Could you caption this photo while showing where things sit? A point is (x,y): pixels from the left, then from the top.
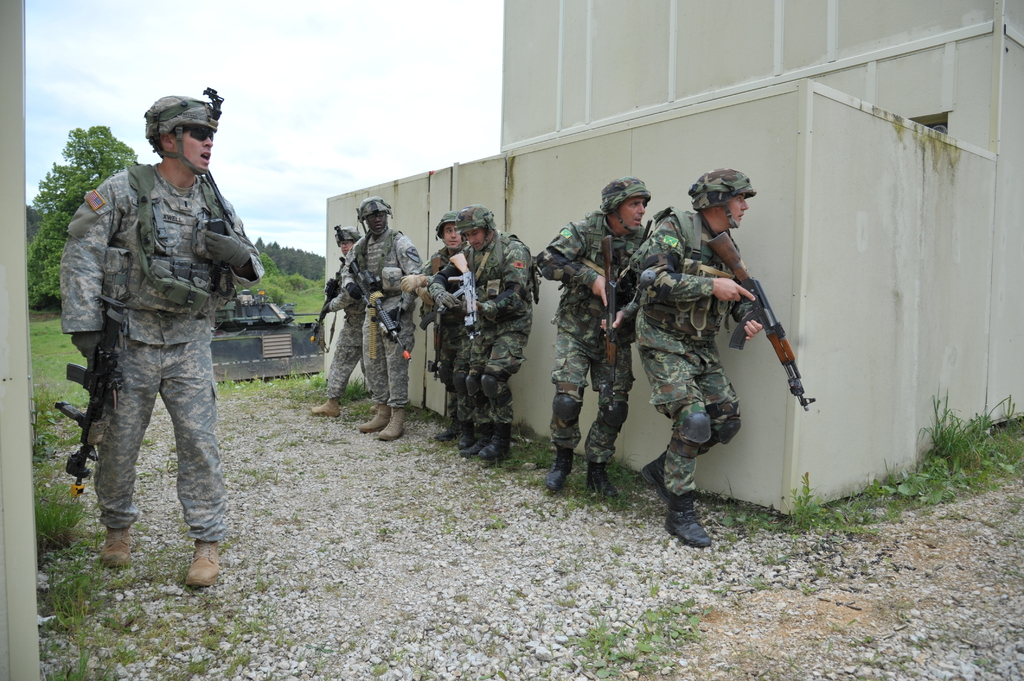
In the picture we can see a path (391,563) to it, we can see a grass plant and some building wall (910,394) which is white in color and some army people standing and leaning to it, they are wearing a uniform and wearing helmets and holding a gun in their hands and opposite to them we can see another army person (257,267) standing with a gun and in the background (49,77) we can see some trees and sky (328,70) with clouds (244,57).
